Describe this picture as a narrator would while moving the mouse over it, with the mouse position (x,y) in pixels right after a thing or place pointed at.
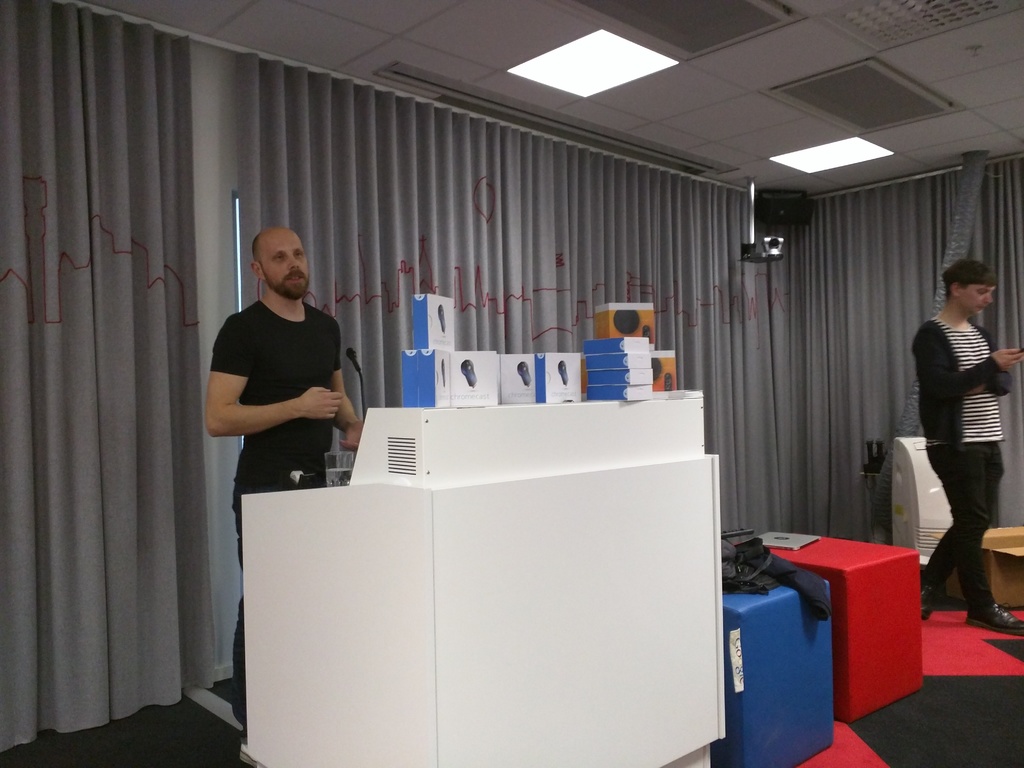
In this image I can see a person (299,359) wearing black t shirt (272,363) and black pant (236,628) is standing and I can see a microphone (353,354) in front of him. I can see a white colored desk (428,526) on which I can see few boxes (490,392) which are white and blue in color. In the background (954,400) I can see a person (952,413) standing, few curtains (902,368), the ceiling (285,52), few lights (637,50) to the ceiling (779,116), a camera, a laptop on a red colored surface (841,550), few clothes (791,574) on the blue colored surface (771,613) and few other objects (930,524).
